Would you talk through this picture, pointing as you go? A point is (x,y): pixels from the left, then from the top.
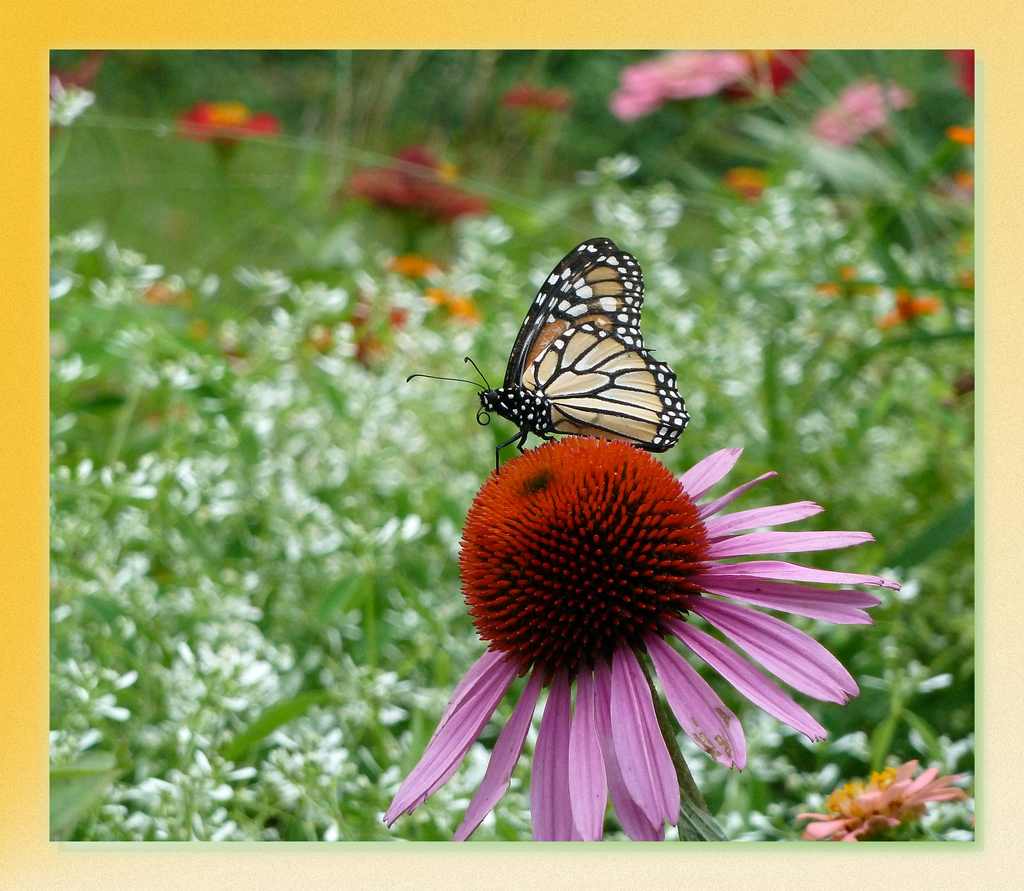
In the center of the image (561,338) we can see butterfly (561,338) on the flower (626,674). In the background (228,469) we can see flowers (181,286) and plants (489,125).
